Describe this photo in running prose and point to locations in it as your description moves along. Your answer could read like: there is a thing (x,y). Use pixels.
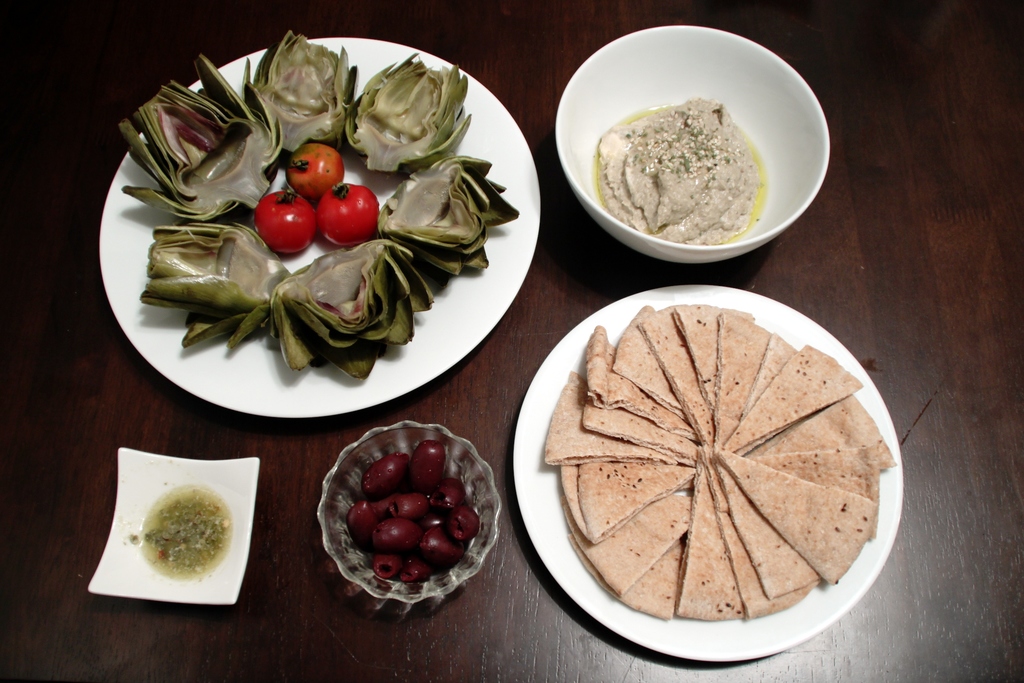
In this picture we can see plates (571,347), bowls (122,561), tomatoes (273,212) and food (256,244) on the wooden platform (283,532).
